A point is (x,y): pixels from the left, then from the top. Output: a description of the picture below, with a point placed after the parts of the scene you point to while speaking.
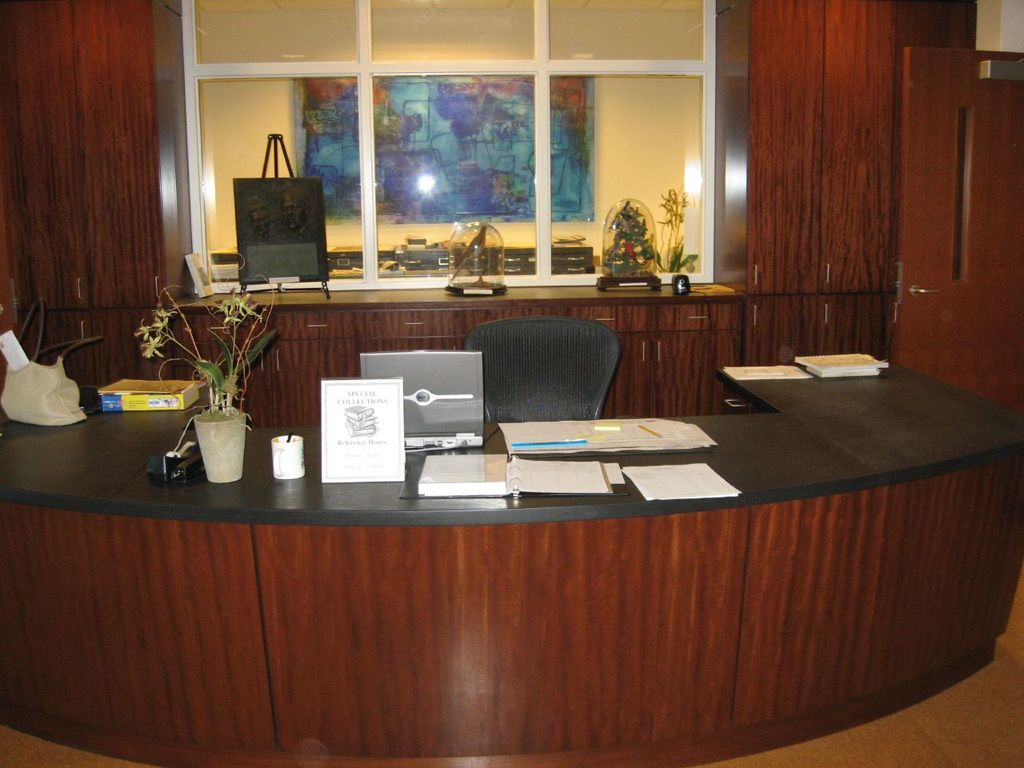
As we can see in the image there is a chair (544,360), bag (10,410) and table (435,538). On table (596,505) there are papers (684,431), laptop (469,426), plant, bag (24,409) and book (118,391). Outside the window (426,194) there is a yellow color wall (633,120) and banner (440,208).
